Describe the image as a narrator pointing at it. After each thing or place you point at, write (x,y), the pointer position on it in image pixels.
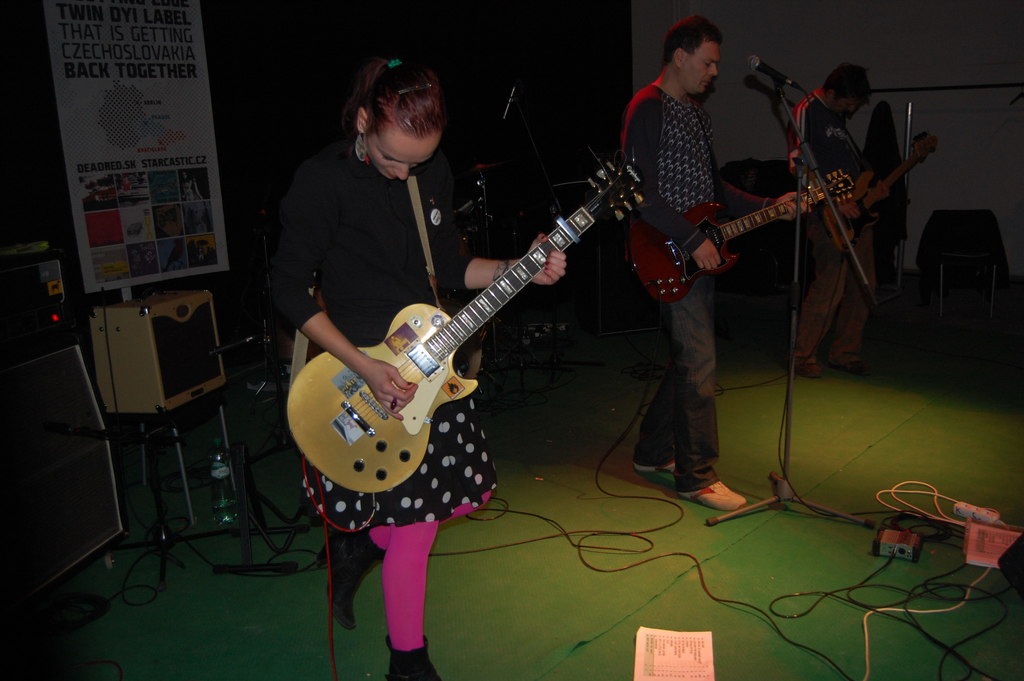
The women (389,248) wearing black dress (384,258) is playing guitar (497,300) and there are two other persons (818,150) playing guitar (869,193) in front of the mic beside her.
